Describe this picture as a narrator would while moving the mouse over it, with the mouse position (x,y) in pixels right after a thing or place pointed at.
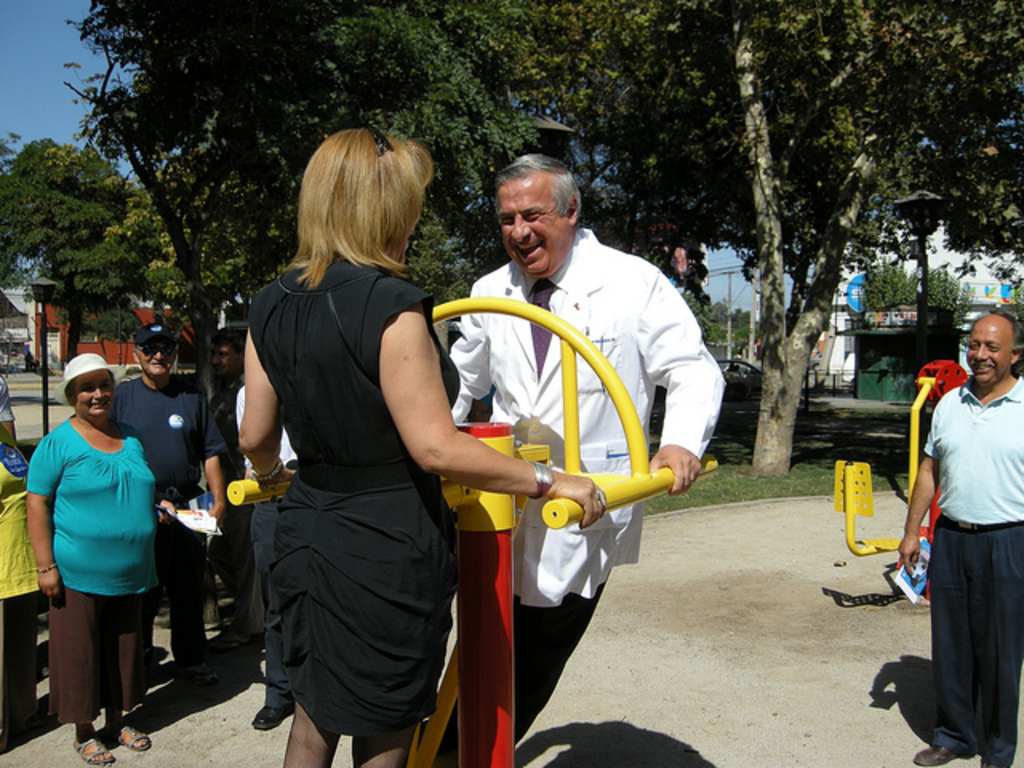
This picture describes about group of people (535,512), few people (106,422) wore caps (90,357), in the middle of the image (473,325) we can see a man (475,354) and woman (400,231), they are holding metal rods (579,517), in the background (201,123) we can find few trees (427,211), buildings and poles (730,278).
